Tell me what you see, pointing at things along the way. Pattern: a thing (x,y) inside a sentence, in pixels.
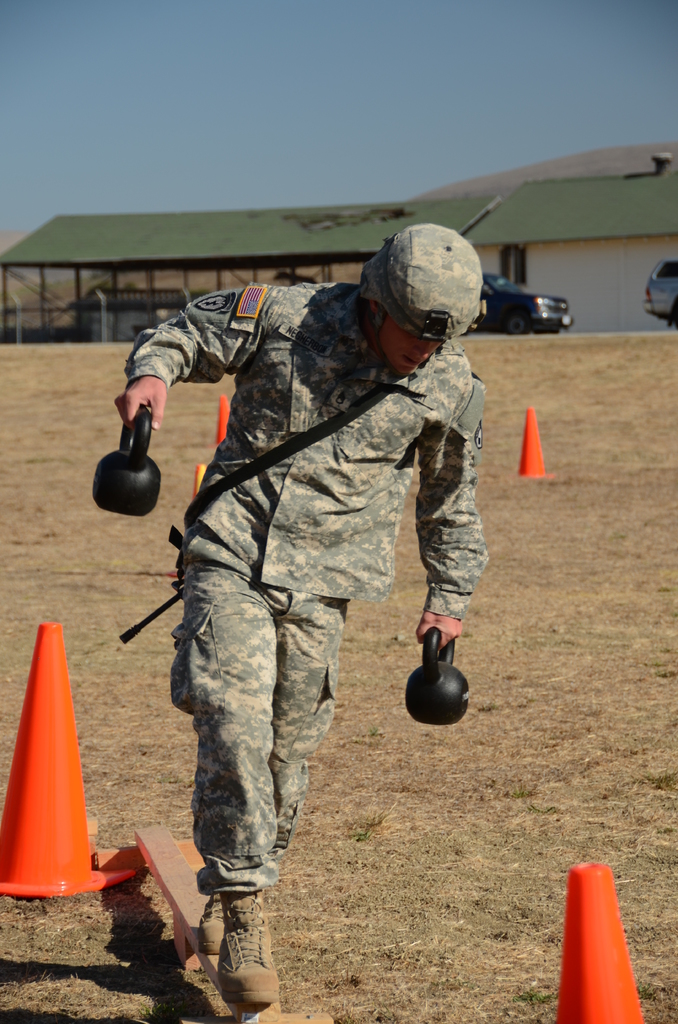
In this picture I can see there is a man (443,476) walking on the wooden plank (199,916) and he is holding weights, there are few traffic cones (539,449) on the floor (470,841). In the backdrop (541,311), there are few cars (557,302) parked, there is a building (343,240) in the backdrop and the sky (135,77) is clear.
